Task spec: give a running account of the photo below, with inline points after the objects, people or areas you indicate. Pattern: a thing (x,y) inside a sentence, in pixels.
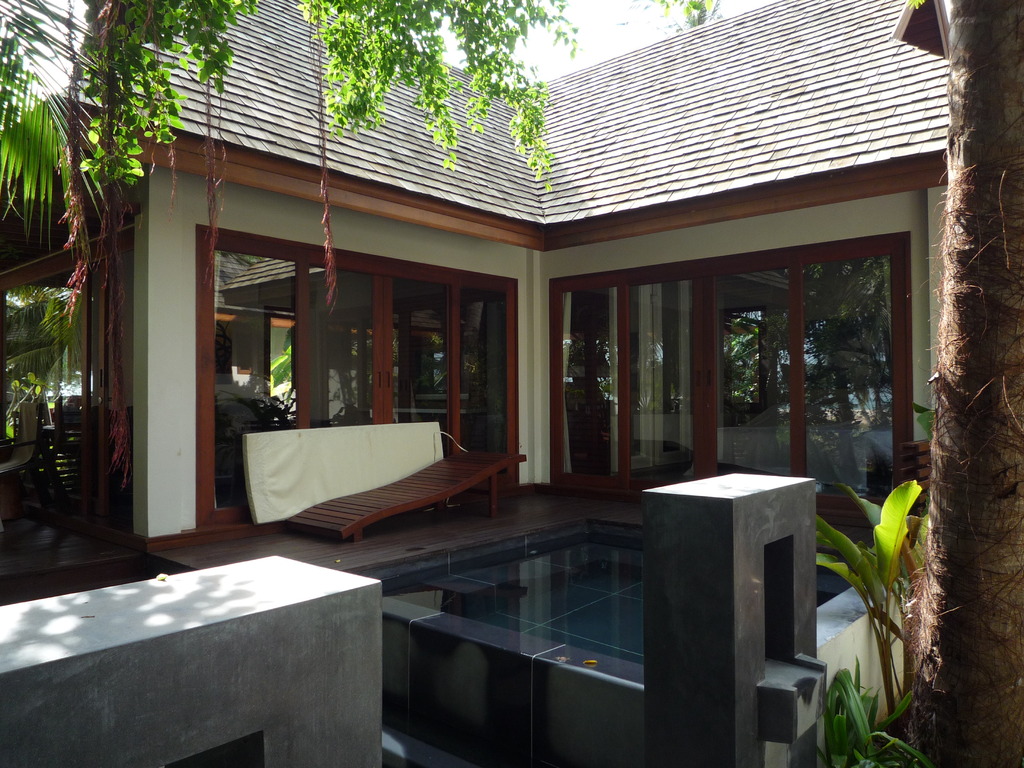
In this image I can see the house (472,190) which is in brown color. I can see the glasses (468,337) to the side. To the side there are many trees (103,16) and plants (912,525). In the back (604,16) I can see the sky (582,28).
